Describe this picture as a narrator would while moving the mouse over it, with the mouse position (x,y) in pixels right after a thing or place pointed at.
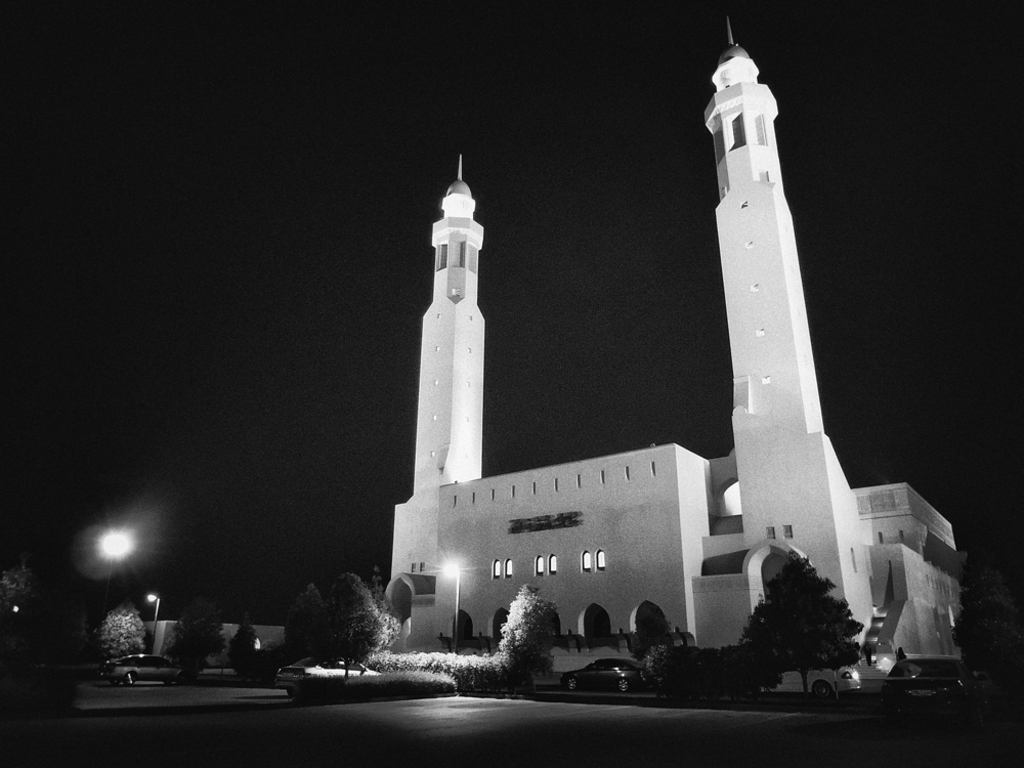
In the center of the image (459,416) there is a mosque (712,624). There are trees (338,628). There are street lights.
